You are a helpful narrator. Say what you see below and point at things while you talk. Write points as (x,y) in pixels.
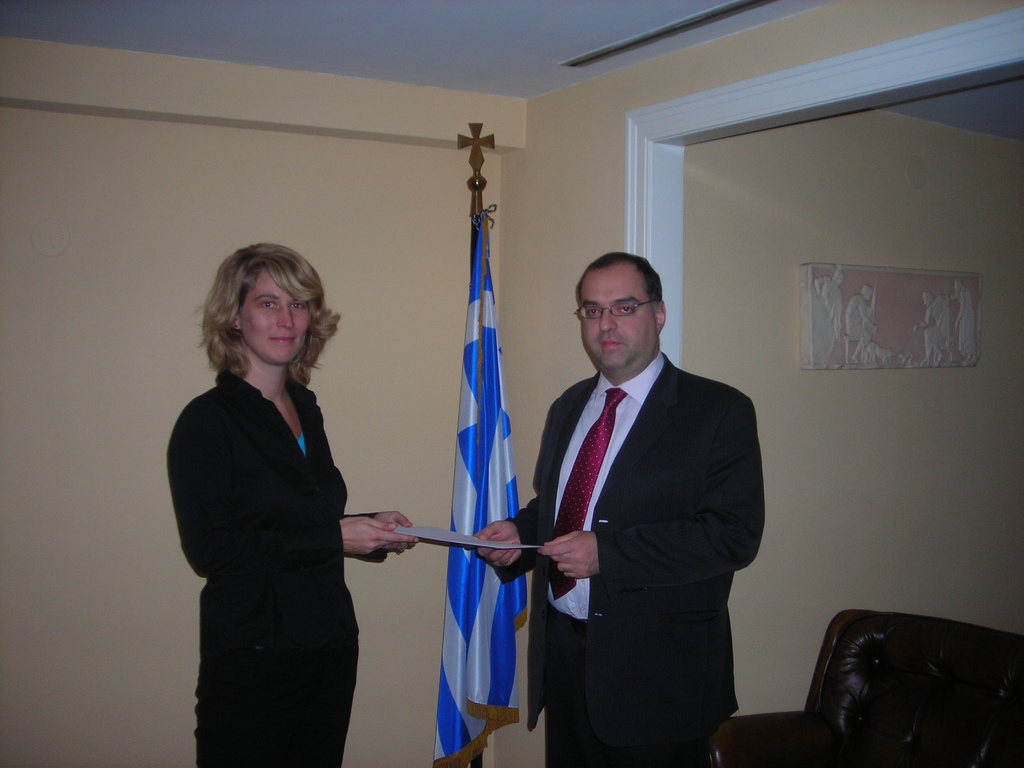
A man (620,501) is giving certificate (442,541) to a woman (274,540). Behind them there is a wall (442,373) and flag (464,624).
